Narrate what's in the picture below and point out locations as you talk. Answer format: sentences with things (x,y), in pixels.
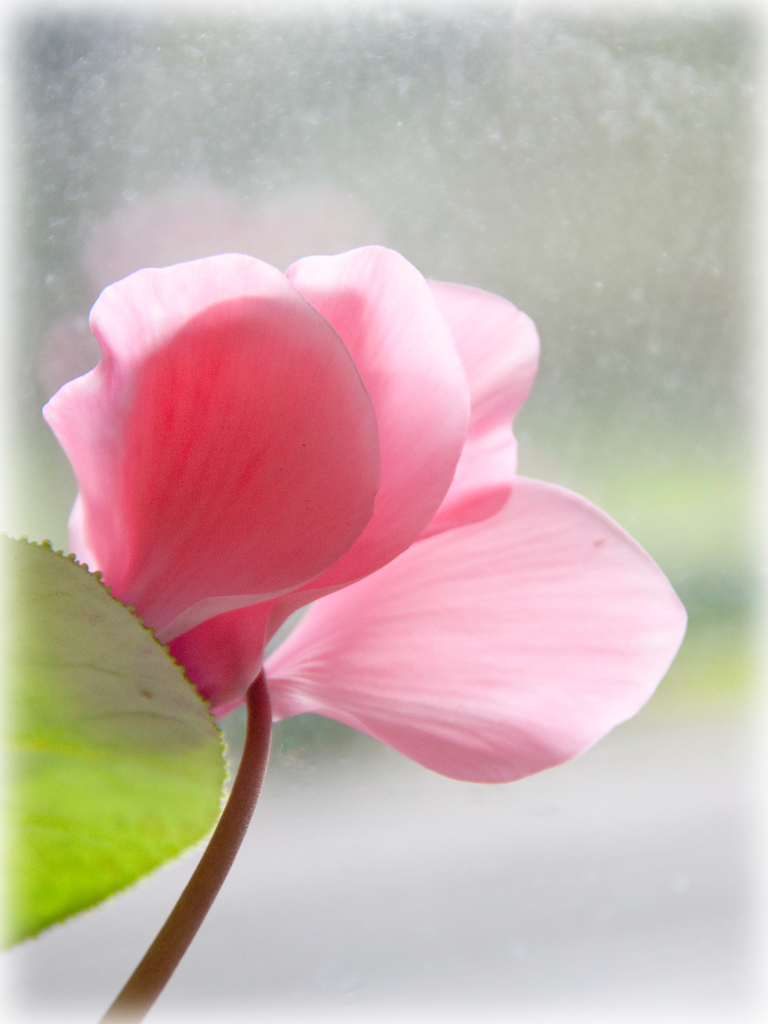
In the image there is a pink flower (363,461) in the front (380,573) and the background (273,938) is blurry.
